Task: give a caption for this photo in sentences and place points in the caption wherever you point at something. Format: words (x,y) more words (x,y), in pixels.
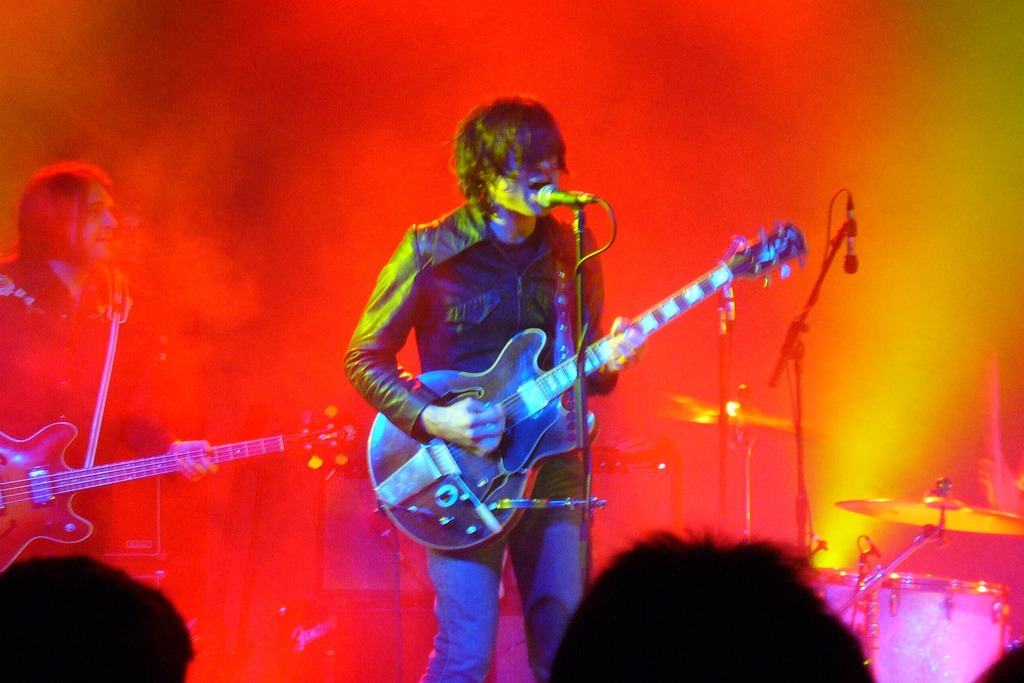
In this image there is a man (577,518) holding a music object (516,428) and there is a microphone (544,191) and he is singing something. Beside that there a man (92,376) who is standing and holding a music item (119,465) and in the background (325,111) there is a red color.
